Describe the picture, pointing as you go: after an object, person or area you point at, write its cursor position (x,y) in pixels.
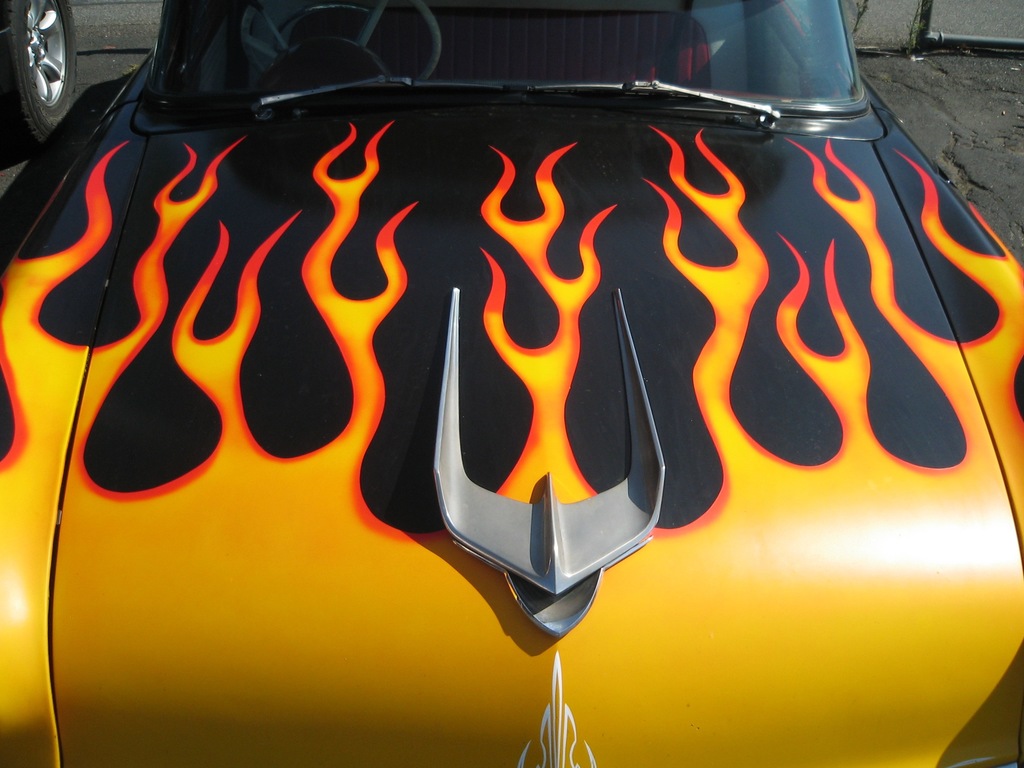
In this image there is a vehicle (510,180), beside it there is a tire (43,97) of a vehicle (50,101).
